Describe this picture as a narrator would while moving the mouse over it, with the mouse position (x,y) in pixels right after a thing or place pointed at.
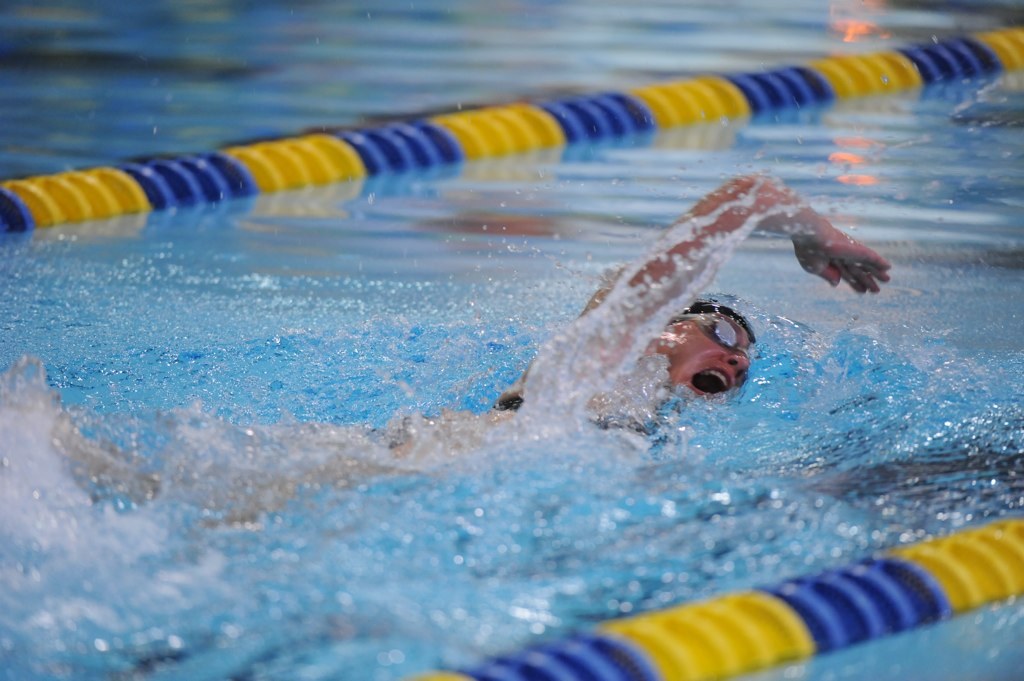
In this image we can see a person (740,360) is swimming.
